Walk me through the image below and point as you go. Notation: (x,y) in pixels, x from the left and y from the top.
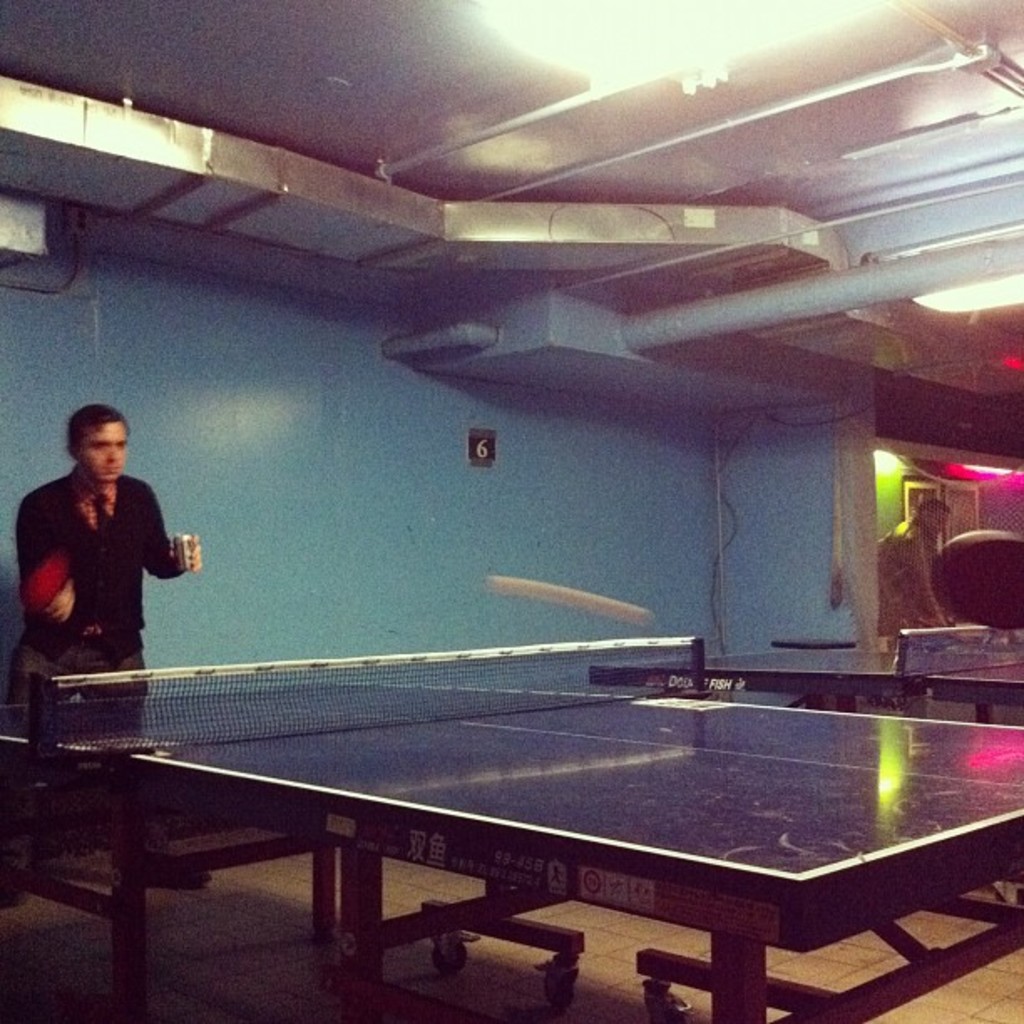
This picture seems to be inside the room (800,598). In the foreground (710,746) we can see a table-tennis table (716,747) and on the left (93,493) there is a man (64,504) holding a table tennis bat (53,576), standing and playing table tennis. In the background (939,652) we can see another table-tennis table (948,635), a person (894,534), roof (626,299) and a wall (238,350).
